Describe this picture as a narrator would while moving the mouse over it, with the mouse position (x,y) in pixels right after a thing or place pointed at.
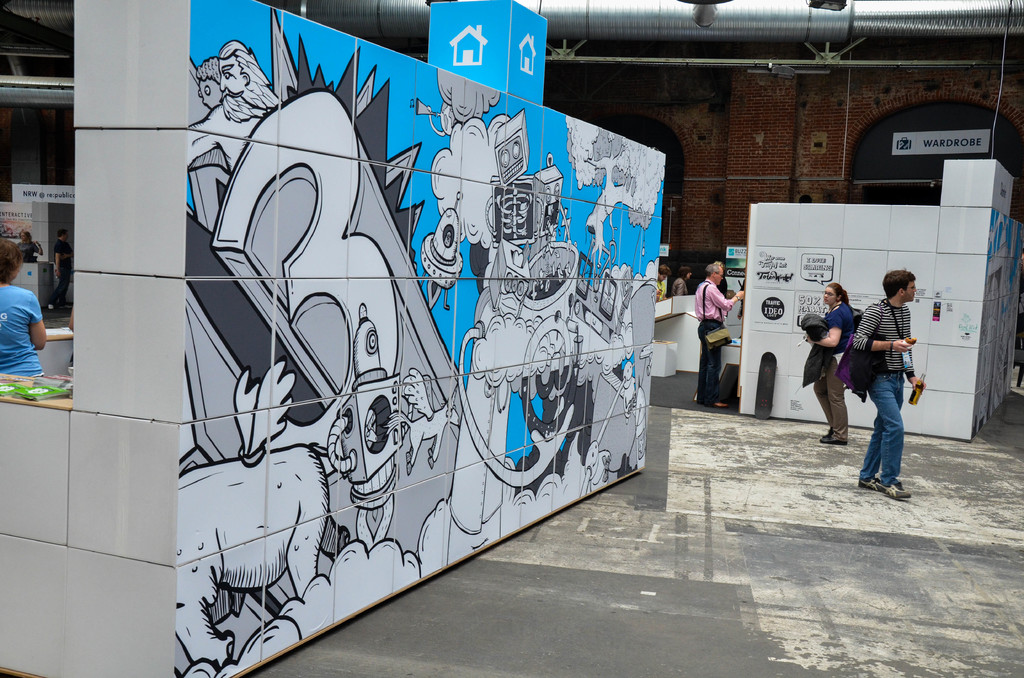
In this image we can see the people (816,387) standing on the ground (730,406) and holding objects (851,338). And we can see the walls (302,422) with a design (424,429). In the background (814,106), we can see the building (793,104) and metal object (757,37) attached to the building (846,75).
